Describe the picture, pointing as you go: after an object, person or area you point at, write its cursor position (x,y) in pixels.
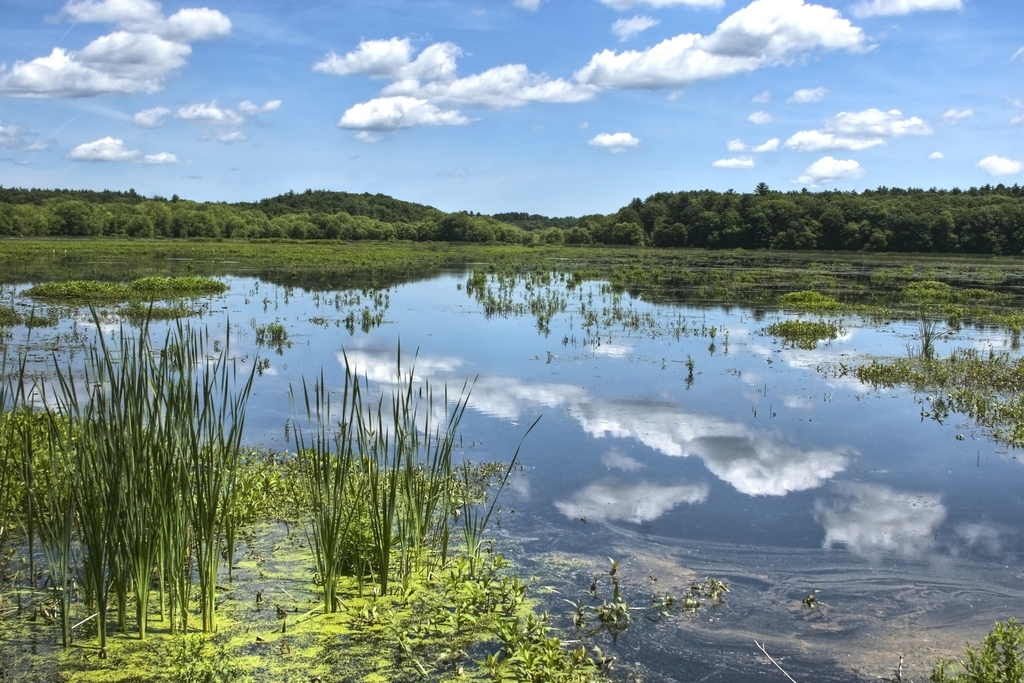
In this image we can see a few plants (315,470), grass (315,470), water (544,469) and trees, in the background (503,155) we can see the sky (415,159) with clouds (503,91).
